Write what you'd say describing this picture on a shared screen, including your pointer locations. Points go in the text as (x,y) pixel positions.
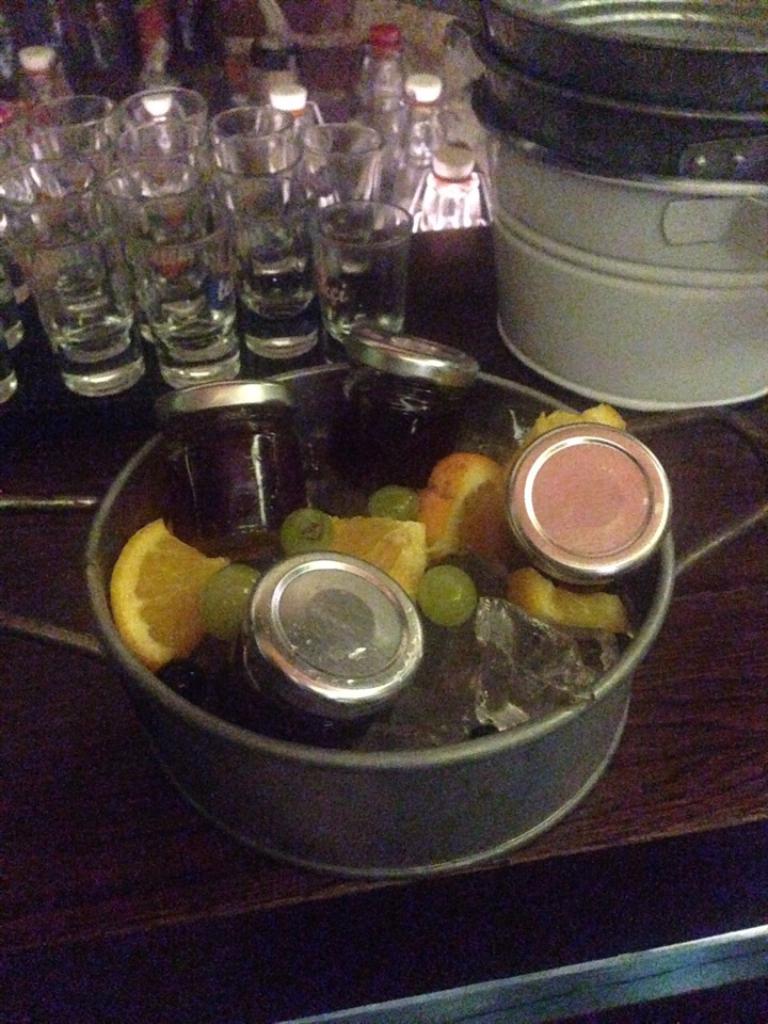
In the picture I can see some jars (370,480) and fruits (402,534) are kept in the container (444,764) and which is placed on the wooden surface (128,851). In the background (544,0), we can see a few more containers (585,278) and many glasses (105,315) and bottles (383,105) are placed on the wooden table (701,408).
